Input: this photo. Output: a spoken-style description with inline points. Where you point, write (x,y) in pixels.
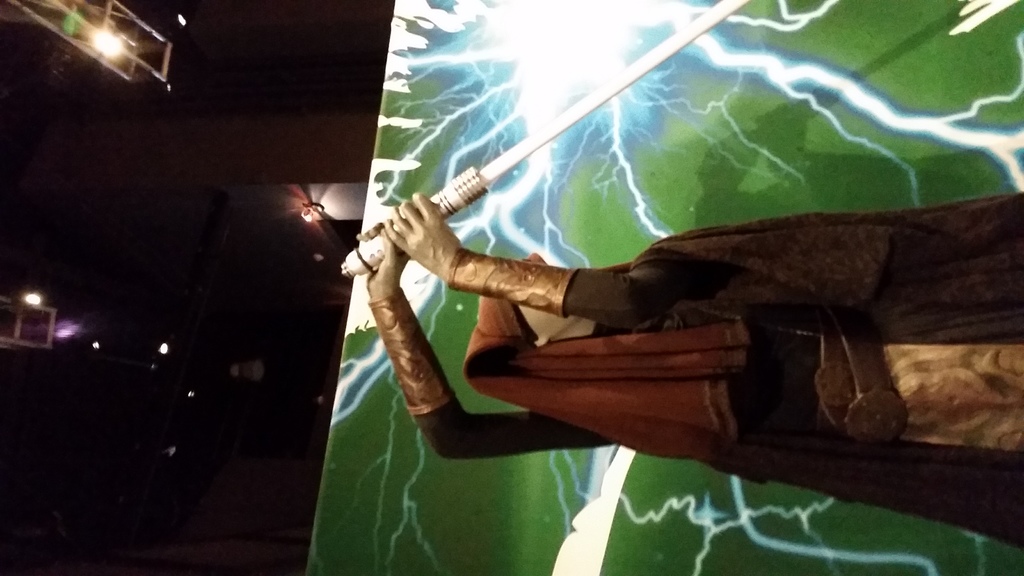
In this image we can see a statue (1018,268) holding a sword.
